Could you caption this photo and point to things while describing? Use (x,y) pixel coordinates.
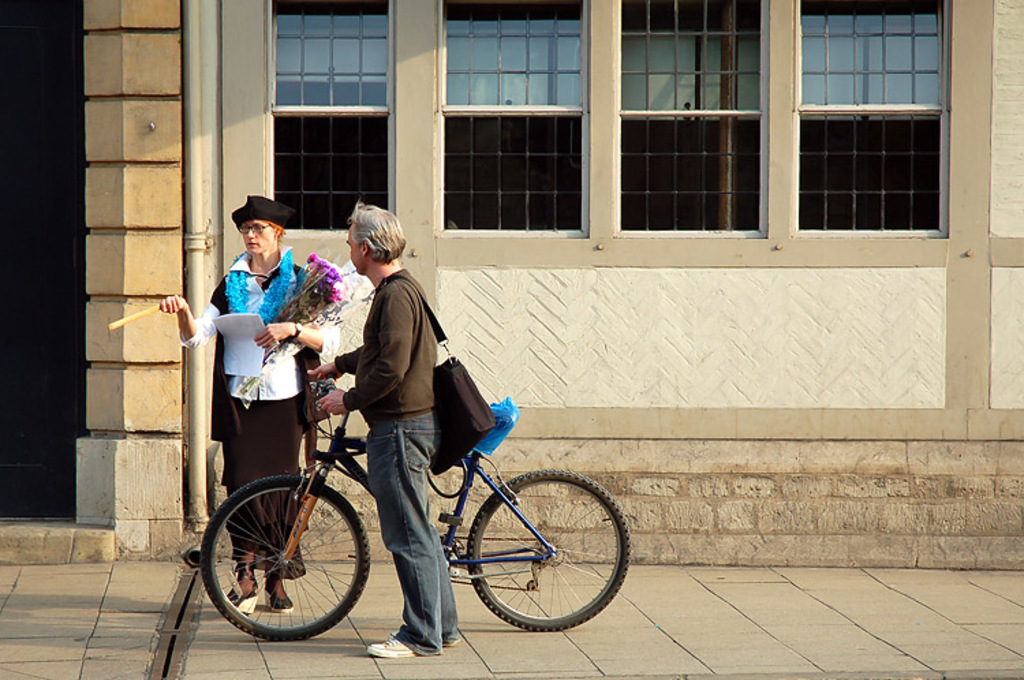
In this image we can see two persons (431,369) standing on the ground (300,669). One person (422,340) is carrying a bag (446,428) and holding a bicycle (339,441) in his hand (337,400) placed on the ground (589,598). One woman (270,313) is wearing a cap (256,215) and spectacles (264,234) is holding a paper (243,329) in one hand (270,328) and a stick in the other hand (170,312). In the background (329,144), we can see a building (802,185) with windows (801,183).
